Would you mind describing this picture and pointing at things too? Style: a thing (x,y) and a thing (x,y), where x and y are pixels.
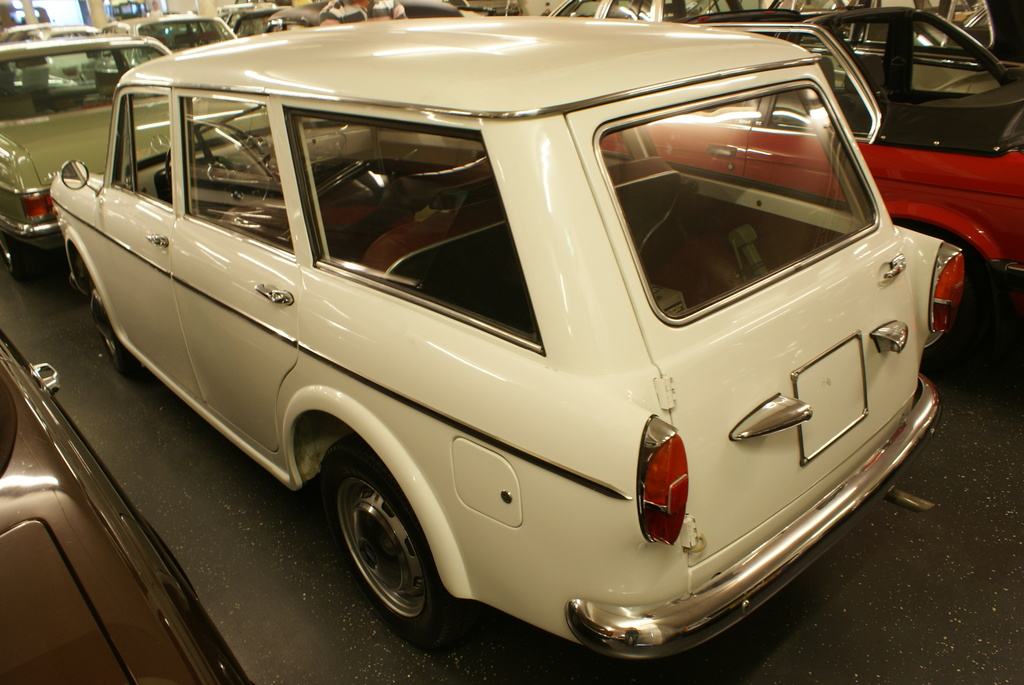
In the image there are many cars (412,131). here we can see a white car (272,277). beside it there is a red car (943,186).
